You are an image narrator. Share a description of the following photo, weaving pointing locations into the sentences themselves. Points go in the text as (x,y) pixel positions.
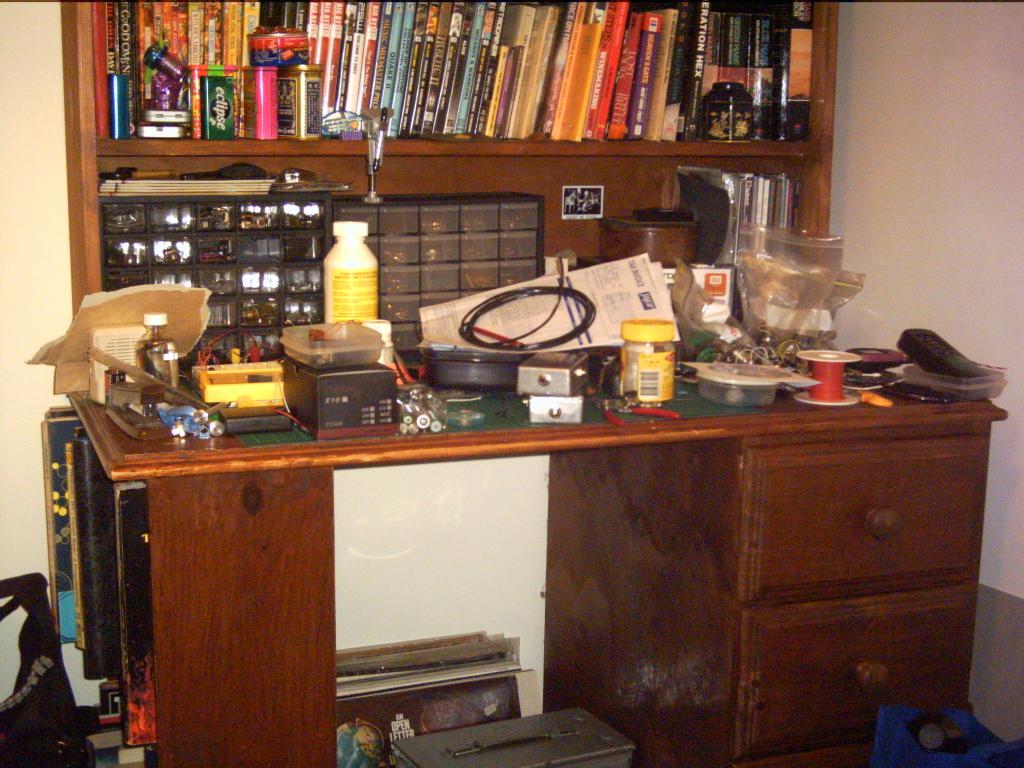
In the foreground (304,351), I can see a table (817,536) on which jars (667,329), tools (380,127), bottles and some objects (537,362) are there. In the background (414,96), I can see a cupboard (510,165) in which books (618,78) are there, some objects (355,126) and I can see a wall (904,207). This picture might be taken in a room (341,379).
